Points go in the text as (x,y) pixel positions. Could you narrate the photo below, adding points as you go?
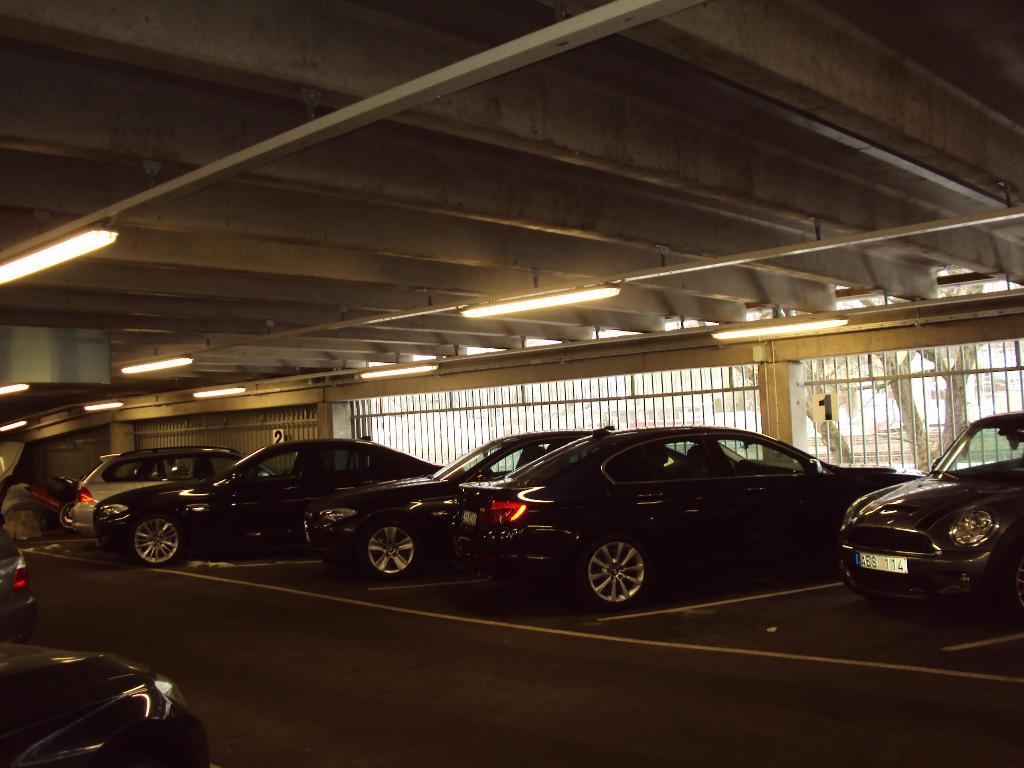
In this picture there are few cars (472,547) parked in a parking place (476,559) and there are tube lights (17,268) attached to the wall (2,233) above it and there is a fence (667,402) in the background (850,379).
